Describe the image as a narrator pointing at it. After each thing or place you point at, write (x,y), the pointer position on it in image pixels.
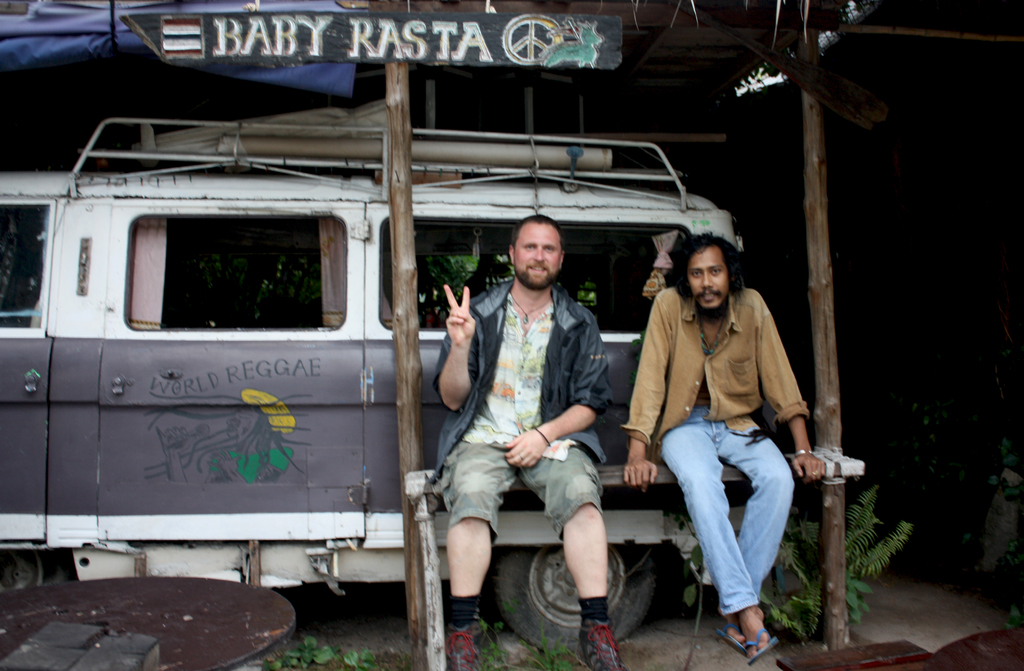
In this image, we can see people (507,460) sitting on the bench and in the background (435,50), there is a board (477,31) and we can see a vehicle (264,433) and there is a table (135,607), a tent (76,59), plants (776,588) and some other objects (806,99). At the top (655,22), there is a roof (667,15) and at the bottom (666,649), there is ground (666,650).
